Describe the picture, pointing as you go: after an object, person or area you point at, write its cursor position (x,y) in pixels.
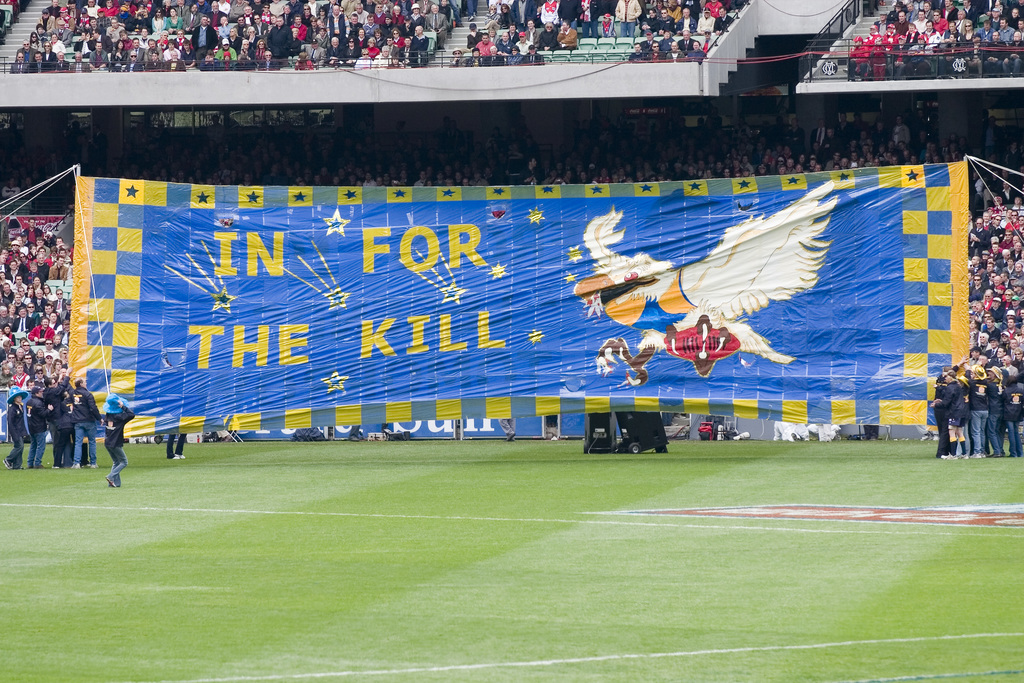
This picture might be taken in a stadium (965,132), in this picture in the center (521,279) there is one board (694,318). On the board (737,275) there is text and also there are a group, of people (65,409) standing. And in the background (626,21) there are some people (47,267) sitting and there is a railing (970,62). At the bottom (406,603) there is ground (309,548).
